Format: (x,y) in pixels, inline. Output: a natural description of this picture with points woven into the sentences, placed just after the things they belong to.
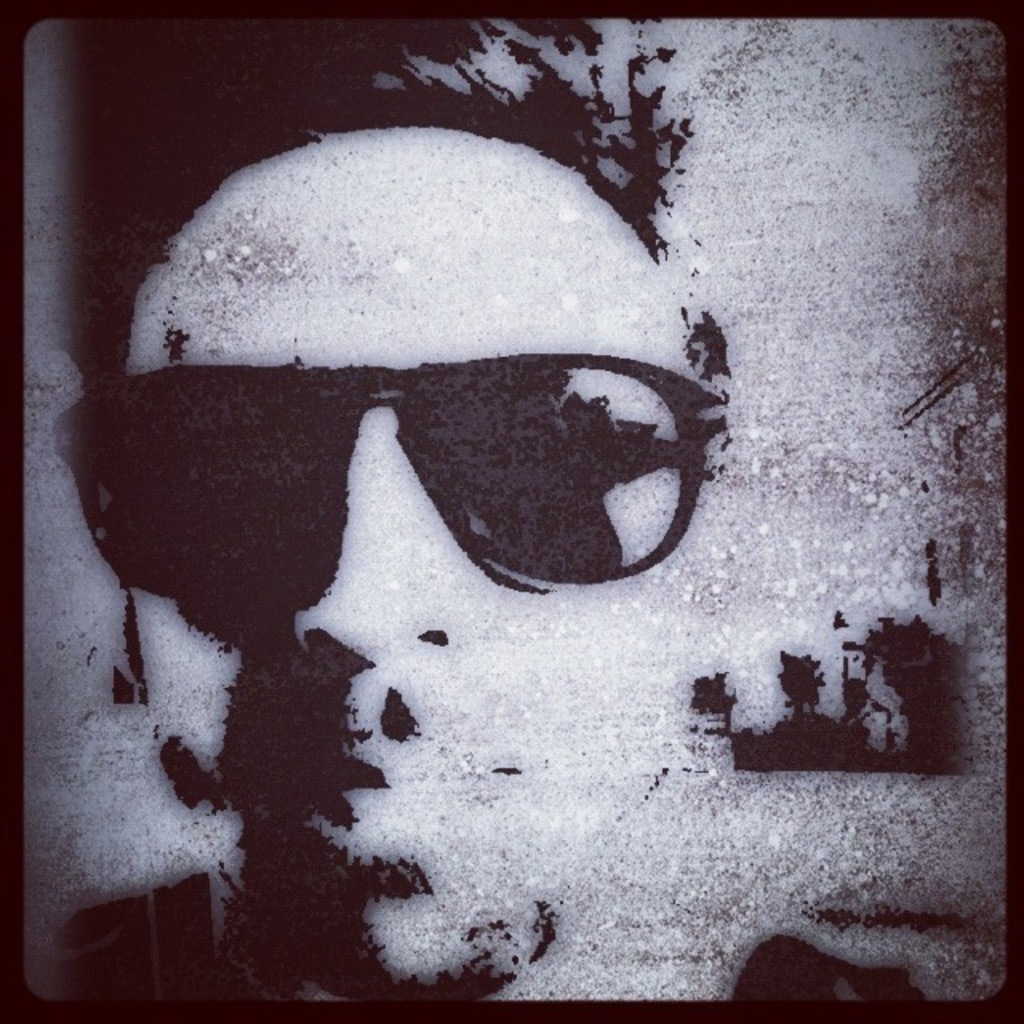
In this image, there is an art (831,215) contains a person (678,742) wearing sunglasses (491,476).
